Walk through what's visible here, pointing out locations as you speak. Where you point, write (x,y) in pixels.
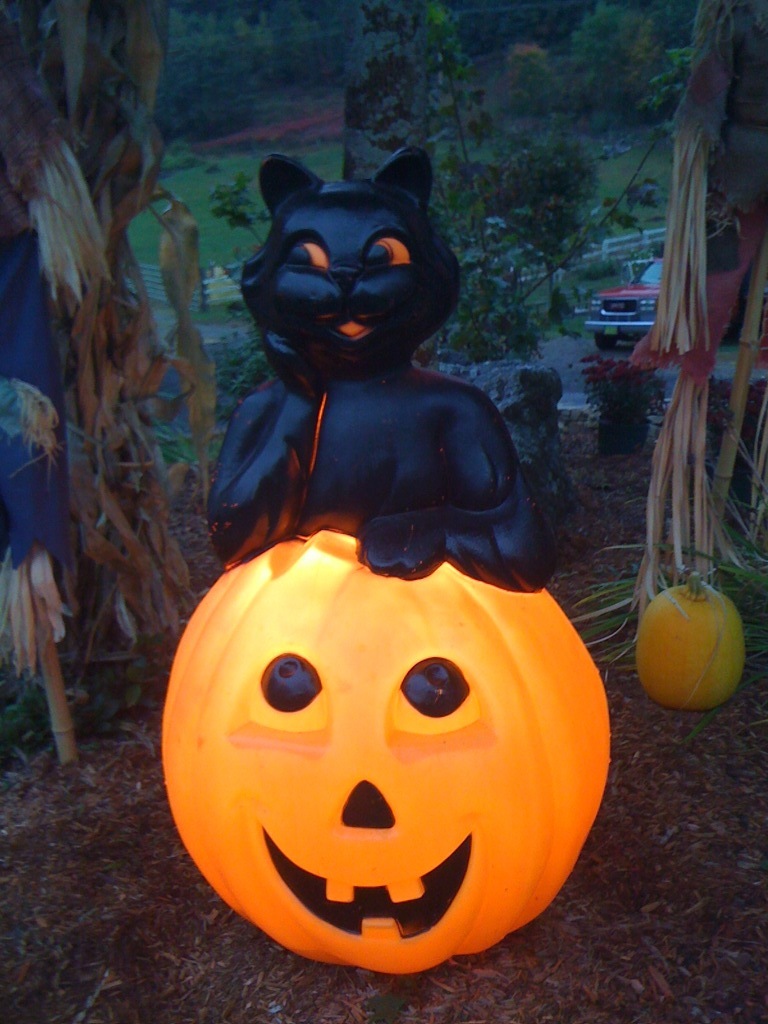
In this picture we can observe a pumpkin (363,726) placed on the land (641,817). On this pumpkin (326,574) there is a statue of an animal (390,415). In the right side (691,632) there is a fruit (674,653) placed on the land (730,828). We can observe some trees (384,142) in the background (509,173). There is a car (616,305) moving on the road (591,353). We can observe white color railing (155,286).
